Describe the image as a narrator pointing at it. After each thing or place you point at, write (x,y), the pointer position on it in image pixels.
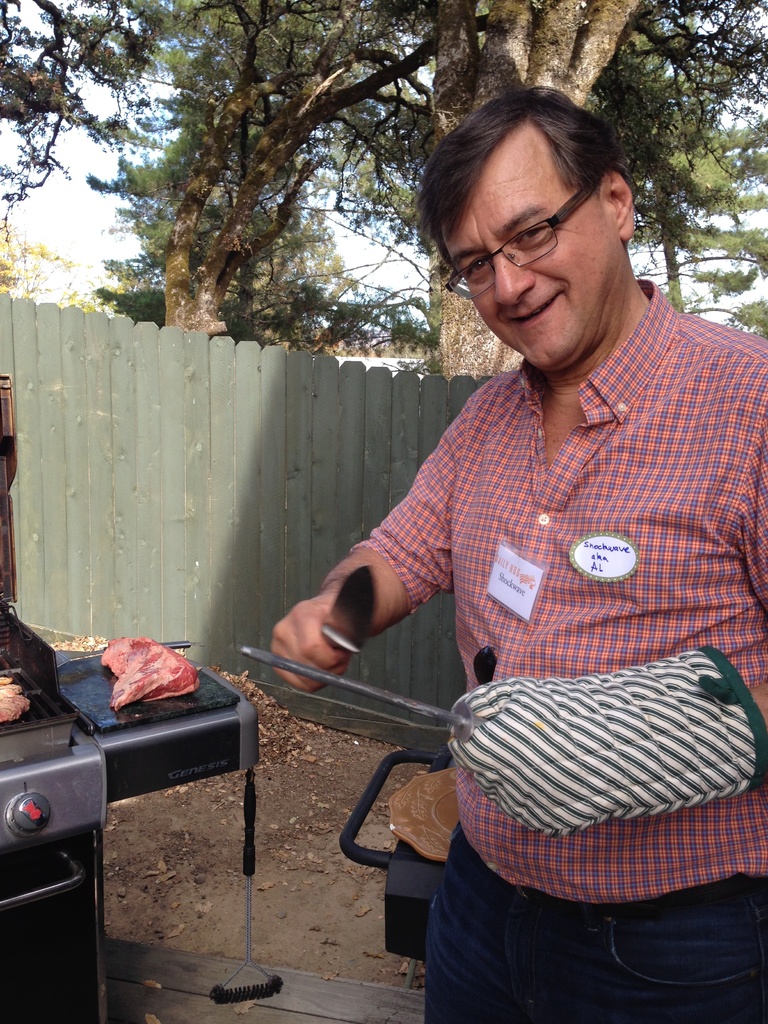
In the image there is a man (675,498) with shirt (641,643) and glove (620,696) to his hand (450,745) is standing and holding a knife (355,616) and another object (383,690) in the hand (494,714). He is smiling and he kept spectacles (490,270). Behind him there is a black object (377,855). On the left side of the image (20,892) there is a stove (24,773) with grill (31,682). Beside the stove (77,764) there is a table (102,720) with meat (189,670). Behind them there is a wooden fencing (228,444) and on the ground (275,724) there are dry leaves (271,755). In the background (222,191) there are trees (237,306).
